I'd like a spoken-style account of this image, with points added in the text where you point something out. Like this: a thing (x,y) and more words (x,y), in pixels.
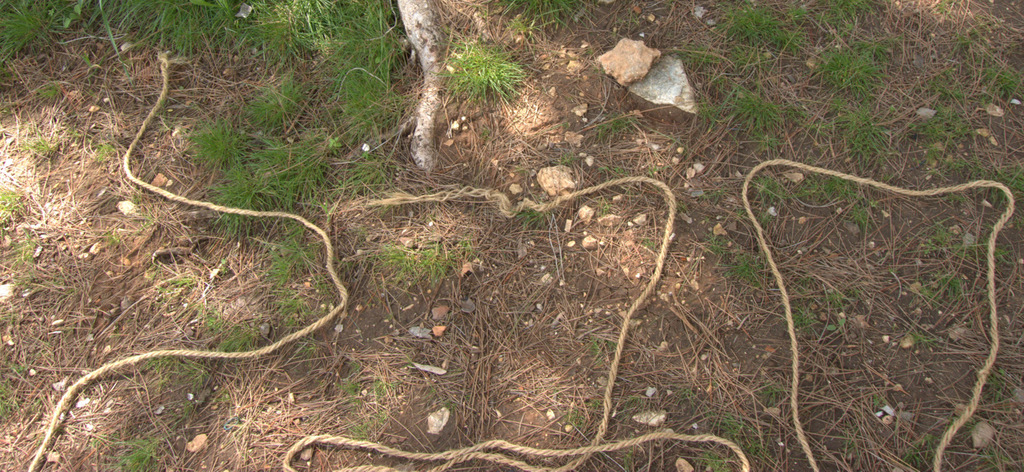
In this image we can see ropes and stones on the ground (387,170). Also there is grass (306,142).
